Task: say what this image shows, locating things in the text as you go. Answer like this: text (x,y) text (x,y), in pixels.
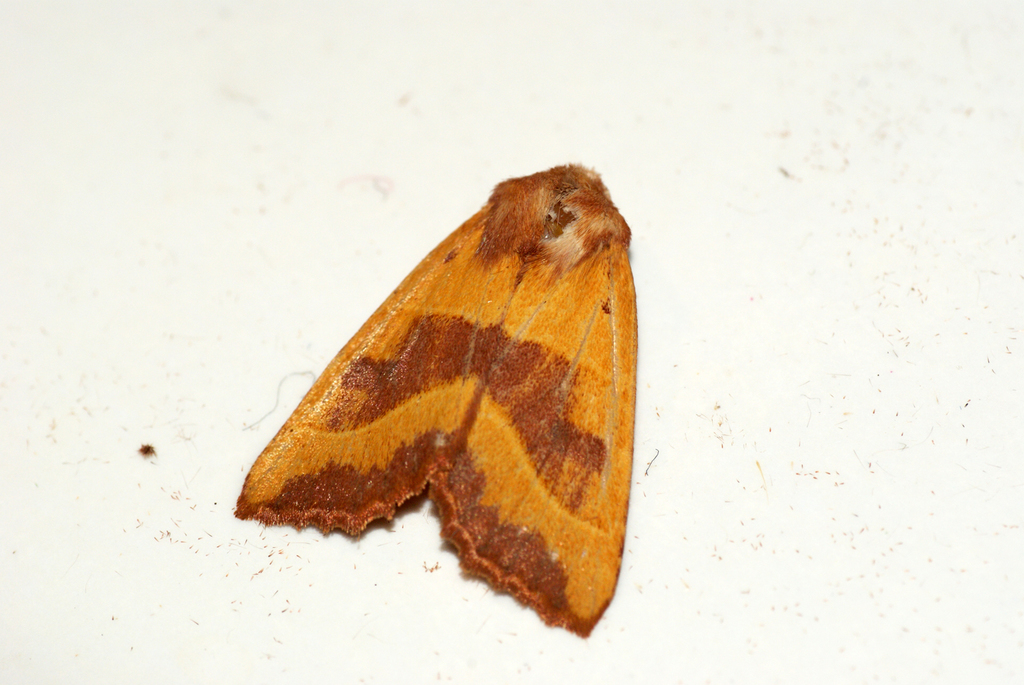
In this image we can see a moth (589,515) on the surface (629,519).
